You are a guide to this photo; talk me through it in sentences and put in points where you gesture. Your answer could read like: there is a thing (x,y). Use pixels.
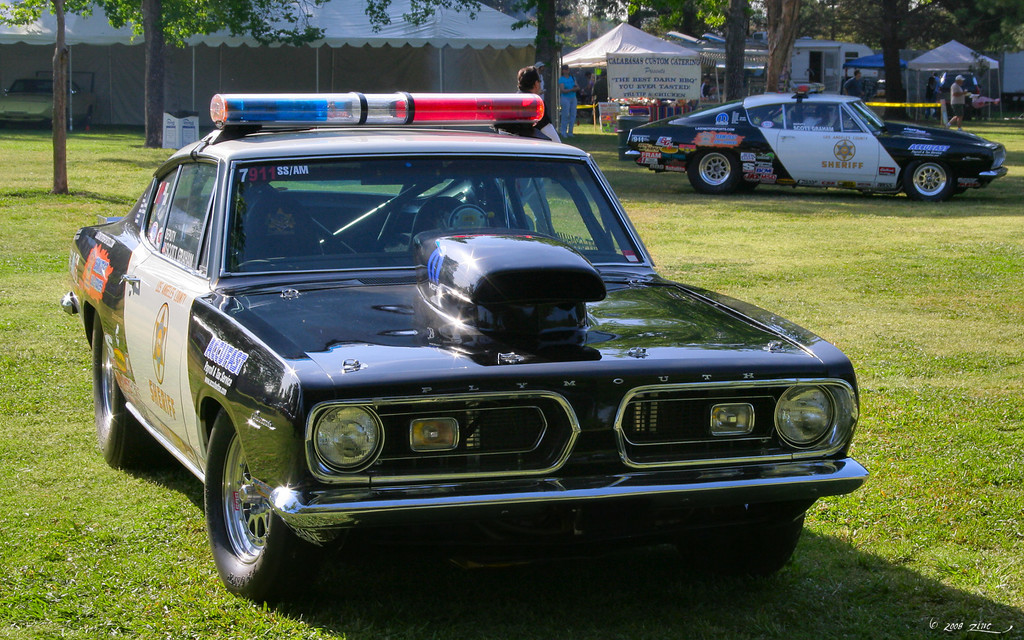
In this image I see 2 police cars (400,103) which are of black and white in color and there are words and logos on it and I see the green grass (37,151). In the background (971,60) I see the trees (555,111), few tents (495,38) over here and I see few people (524,88) and I see few tents (401,63) over here too.
